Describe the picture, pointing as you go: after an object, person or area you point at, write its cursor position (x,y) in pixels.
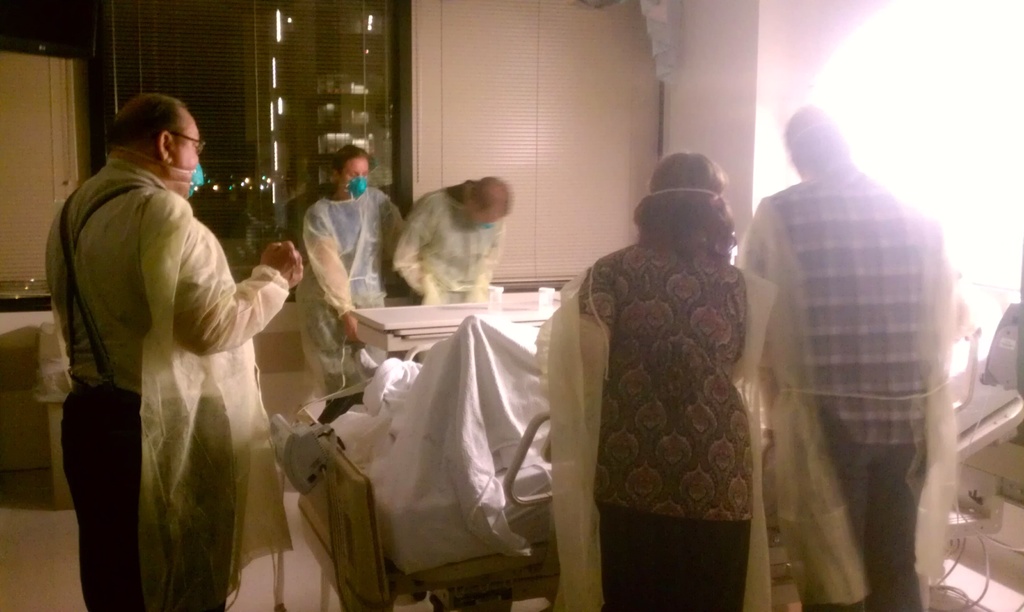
in this image it might be operation theater (28,314), there are few people (677,222) visible and they are wearing mask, in the middle (451,329) there is a table (471,307), on which there are two glasses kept on it, in front of table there is a bed (339,488), on which there might be a person (419,410) laying on bed (401,442), covering with bed sheet (508,414), on the right side (963,140) there is a light focus (874,134), wires (986,573), at the top (105,124) there is the wall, window (202,104).
